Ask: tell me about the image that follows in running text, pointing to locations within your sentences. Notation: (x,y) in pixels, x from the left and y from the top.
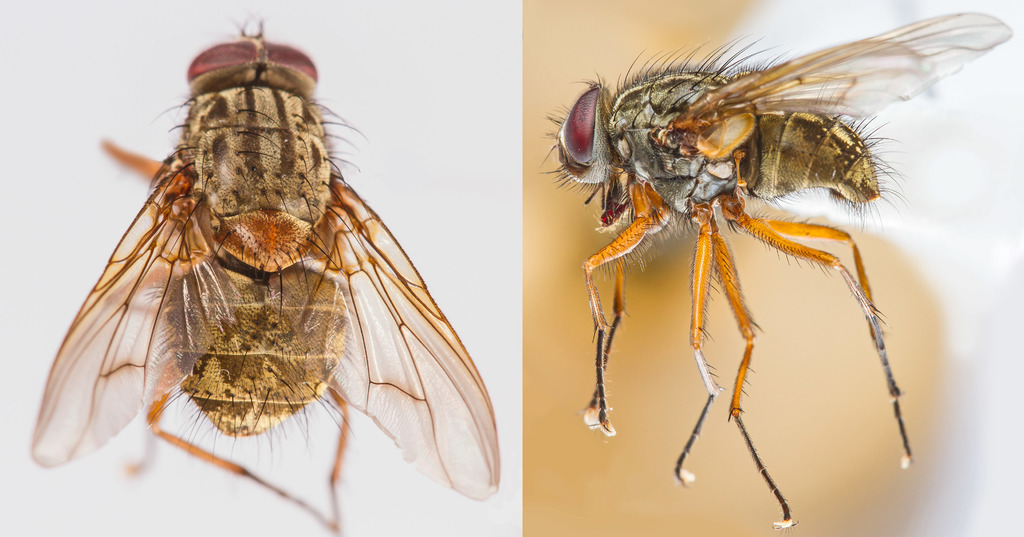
It is a collage image, there are total two images, there is a fly (259,136) in each picture.
